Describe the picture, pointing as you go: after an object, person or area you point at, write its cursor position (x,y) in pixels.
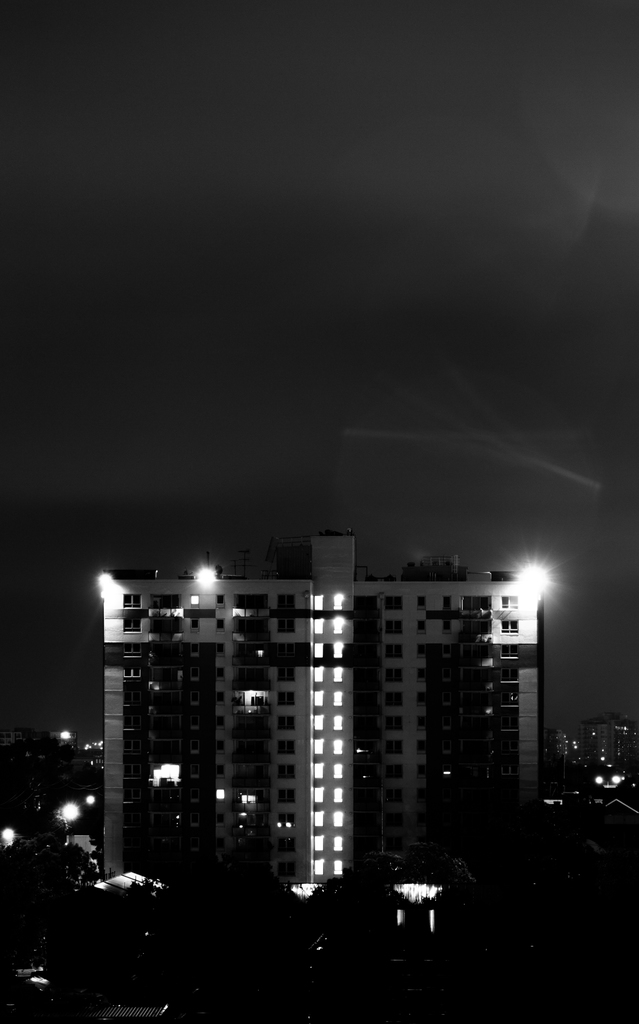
I can see this is a black and white picture. There are trees (11,877), buildings (333,858), lights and in the background (304,324) there is sky (362,263).
